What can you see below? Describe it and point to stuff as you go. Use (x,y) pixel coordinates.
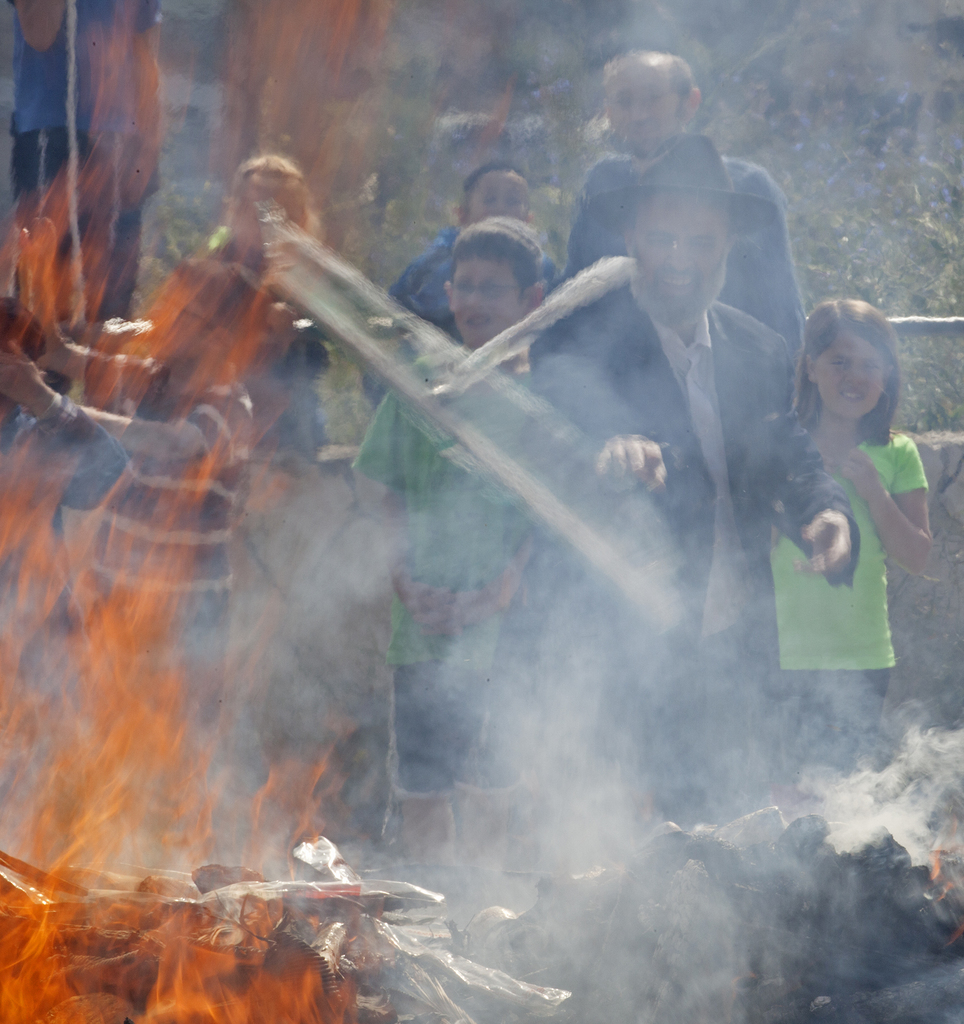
On the left side (223,965) this is fire (207,981), on the right side (693,527) there are few people (710,527).
